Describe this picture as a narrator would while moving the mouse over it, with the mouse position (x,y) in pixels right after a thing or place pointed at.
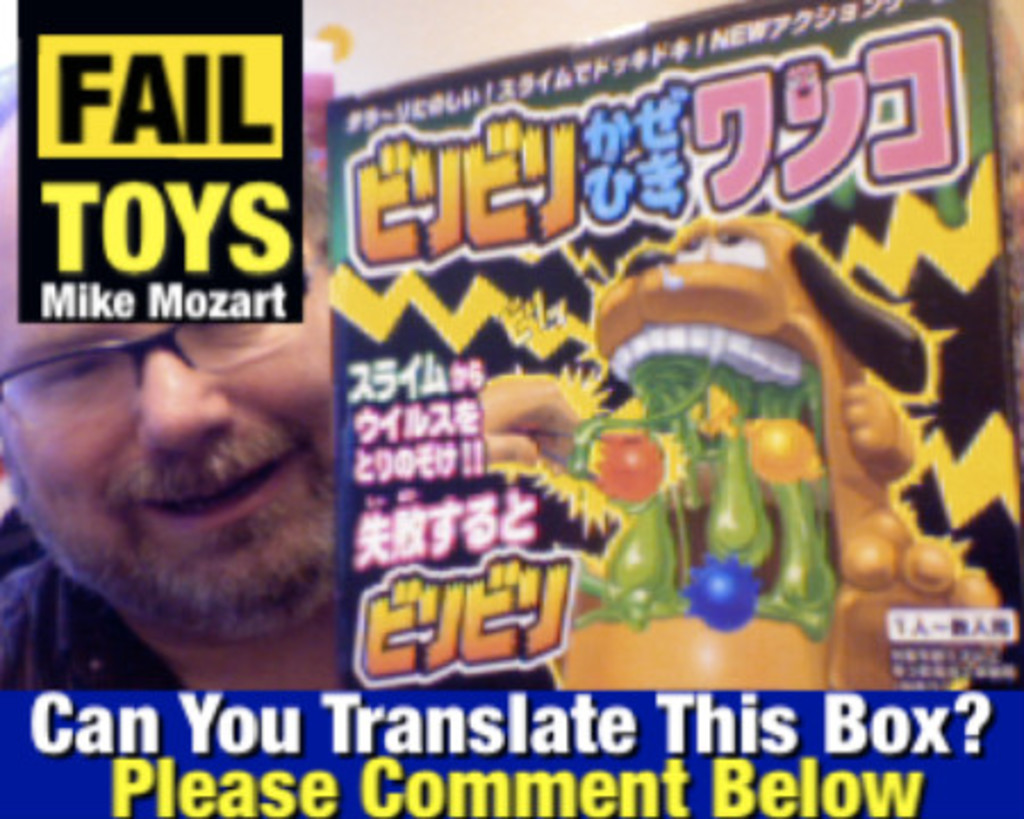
In the picture I can see a man (179,494) who is wearing spectacles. I can also see cartoon images (647,558) and something written (291,732) on the image.
